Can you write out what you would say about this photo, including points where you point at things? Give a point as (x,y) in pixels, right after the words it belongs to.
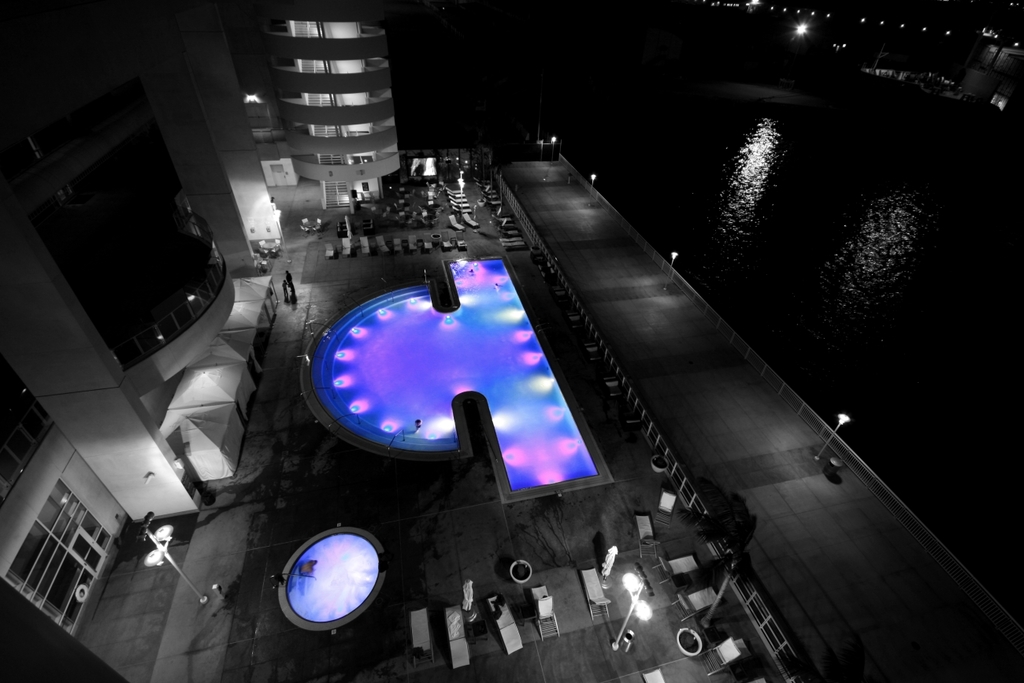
In this image we can see building (203,199), chairs (398,241), lights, tables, road (718,398) and trees (729,540).
